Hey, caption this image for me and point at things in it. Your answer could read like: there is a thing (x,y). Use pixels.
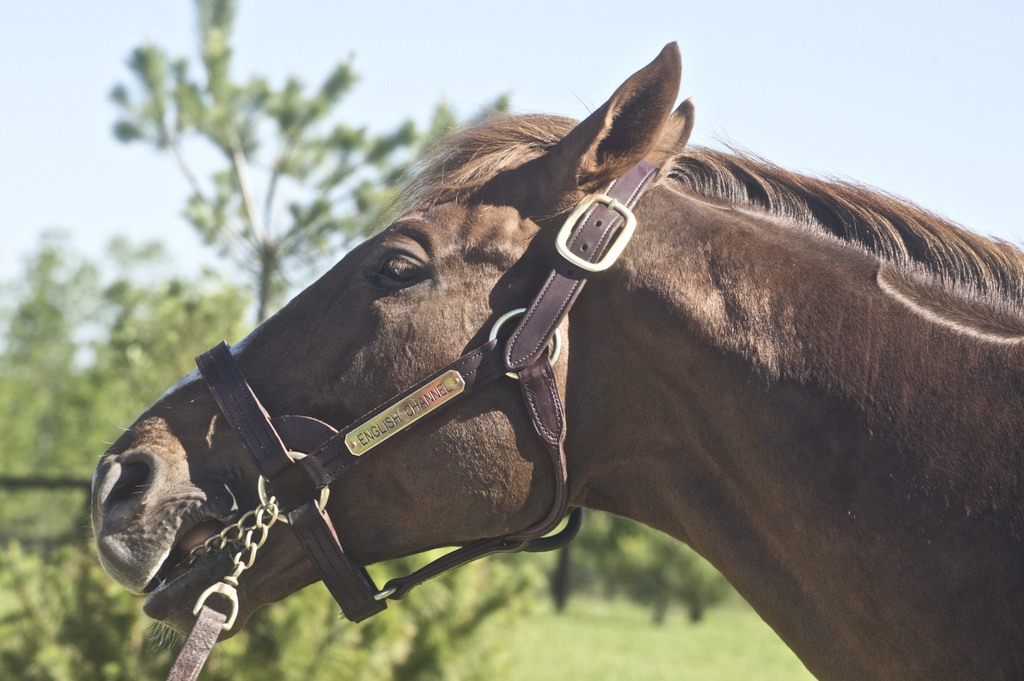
In this picture we can see a horse (635,444) and few belts (546,323), in the background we can see trees (23,301).
